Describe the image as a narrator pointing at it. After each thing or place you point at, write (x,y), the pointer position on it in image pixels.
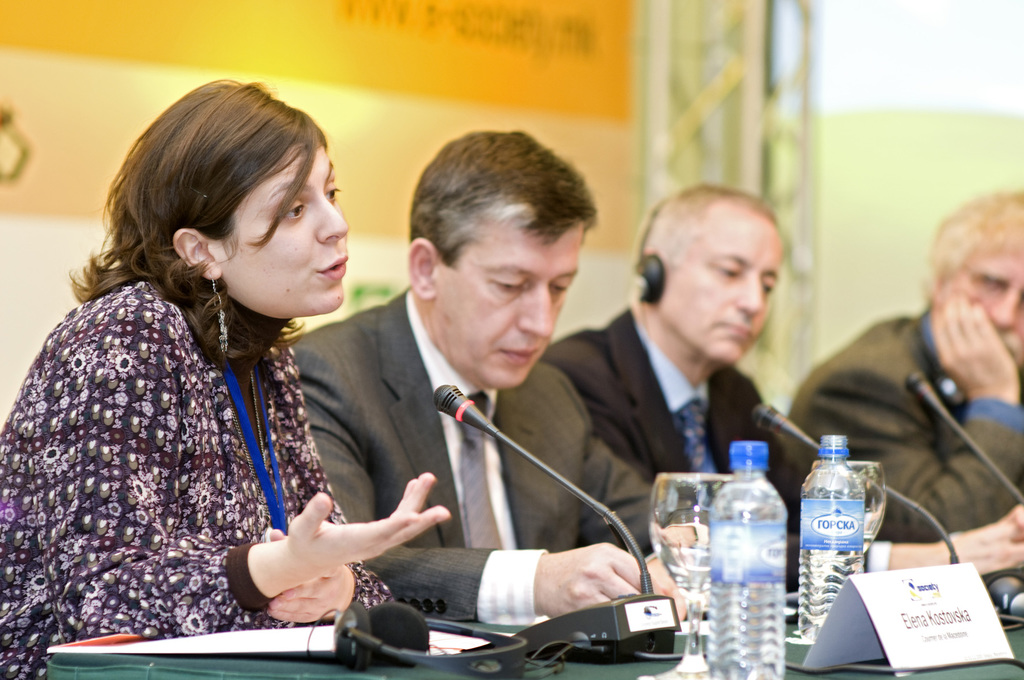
Here we can see four persons (973,460) are sitting on the chairs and she is talking on the mike (491,427). This is a table (612,679). On the table (250,676) there are bottles (728,665), glasses (877,507), mike's (947,415), headset (388,649), and a paper (238,645). In the background (571,331) we can see a banner (347,80) and it is blurry.
